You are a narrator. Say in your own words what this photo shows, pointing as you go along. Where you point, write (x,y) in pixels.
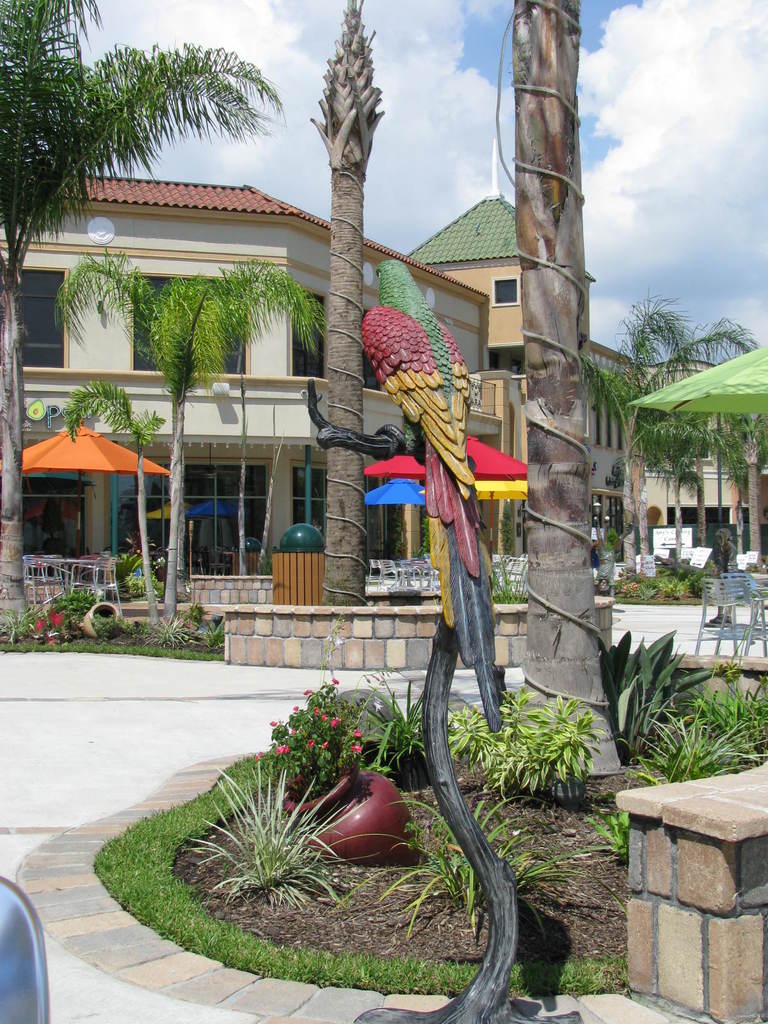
In this image there is a statue (405,441) of a parrot (406,298) on the tree (512,959), behind that there are trees (581,372), plants (428,820), flowers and there are a few canopies (709,383), beneath the canopy (709,383) there are tables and chairs (725,626) are arranged, there are a few boards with some text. In the background (171,430) there are buildings (657,520) and the sky (606,132).
